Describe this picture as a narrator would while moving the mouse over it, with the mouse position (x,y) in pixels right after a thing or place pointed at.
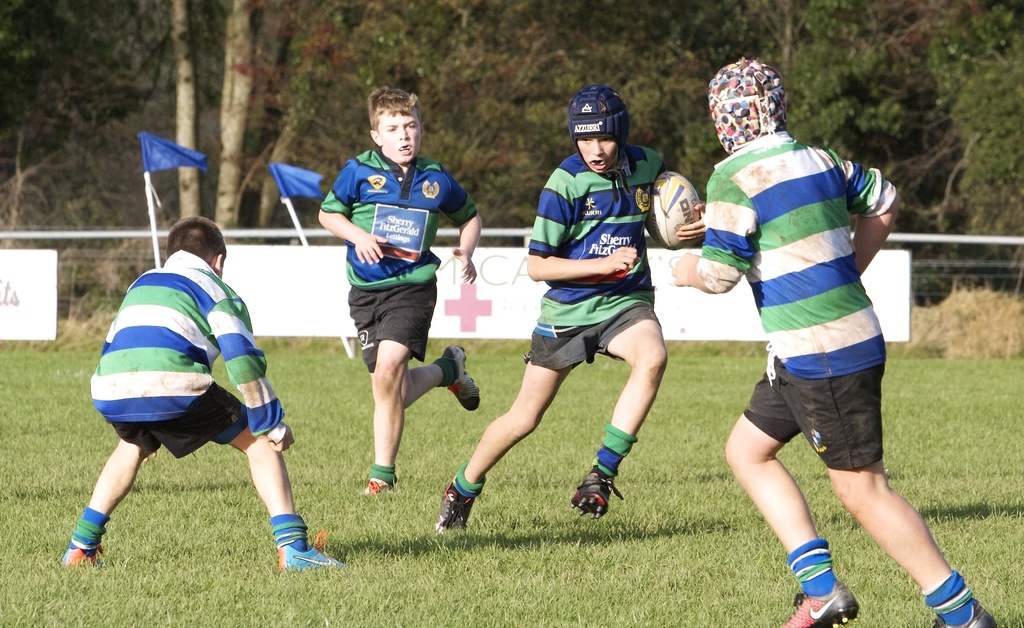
In this picture we can see there is a group of people (249,336) playing on the grass (424,521) and a person (611,301) is holding a ball (660,202). Behind the people (629,292) there are sticks (155,234) with flags (148,160), trees (143,196) and a board (322,296).
